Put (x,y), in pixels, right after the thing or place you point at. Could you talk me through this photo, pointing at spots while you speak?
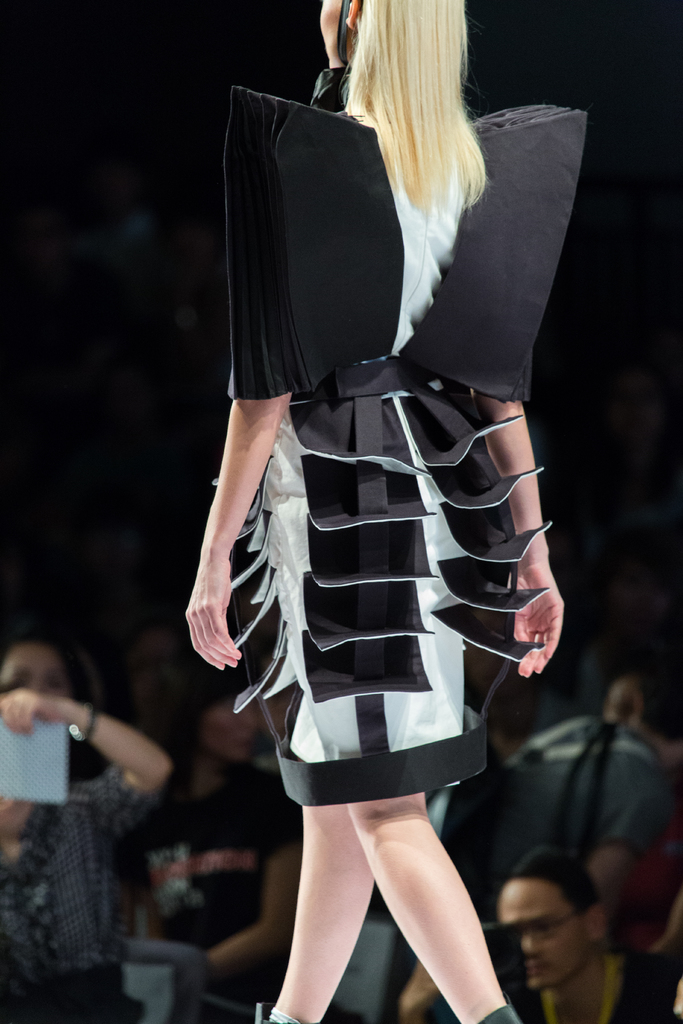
This woman (303,295) wear dress (356,606) and walking. Background (648,832) we can see audience (676,773).
